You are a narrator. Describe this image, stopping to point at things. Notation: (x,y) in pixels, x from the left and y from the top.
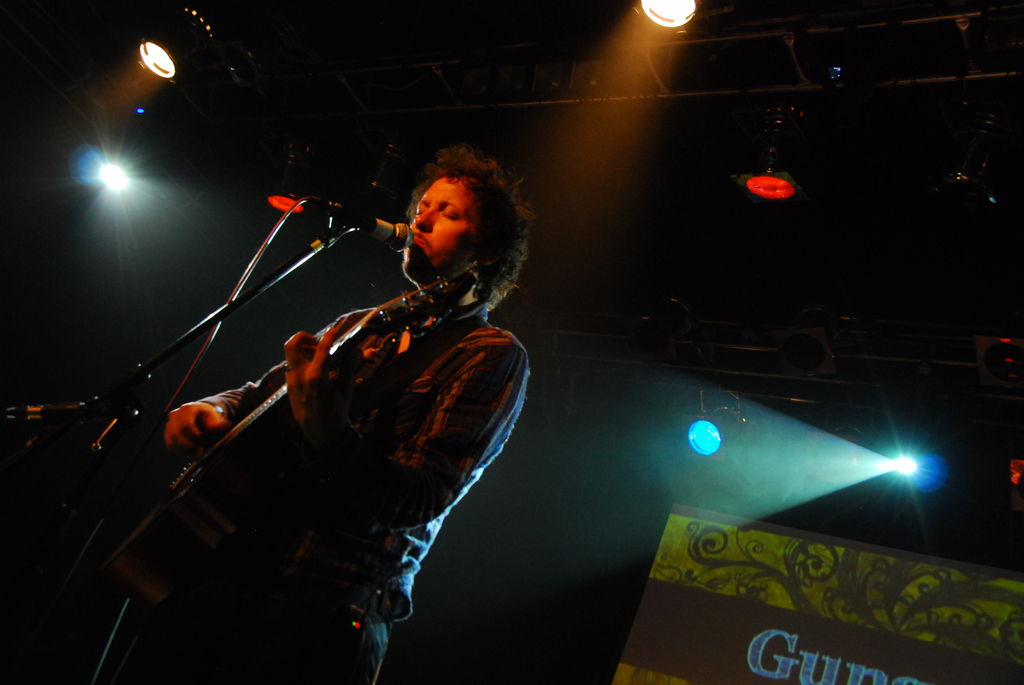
There is a person (411,466) holding a guitar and playing. In front of him there is a mic (361,225) and mic stand (315,238). On the right corner (755,622) there is a banner (773,605). On the top (758,203) there are lights (782,174) and rods (312,76).
